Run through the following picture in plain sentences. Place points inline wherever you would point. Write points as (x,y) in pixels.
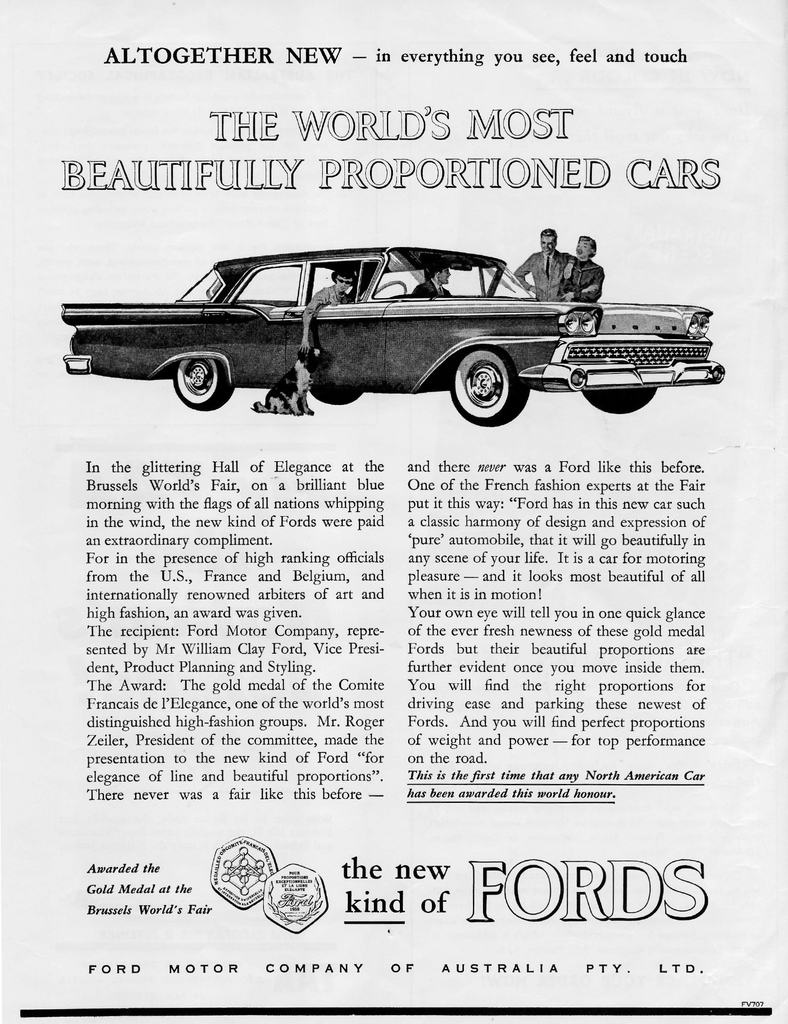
Something written on this paper (452,657). On this paper (445,121) there is an image of a car (247,350), dog (292,383) and people (432,281). Two people (446,289) are sitting inside his car (391,249). Another two people (522,268) are standing beside his car (570,305).
